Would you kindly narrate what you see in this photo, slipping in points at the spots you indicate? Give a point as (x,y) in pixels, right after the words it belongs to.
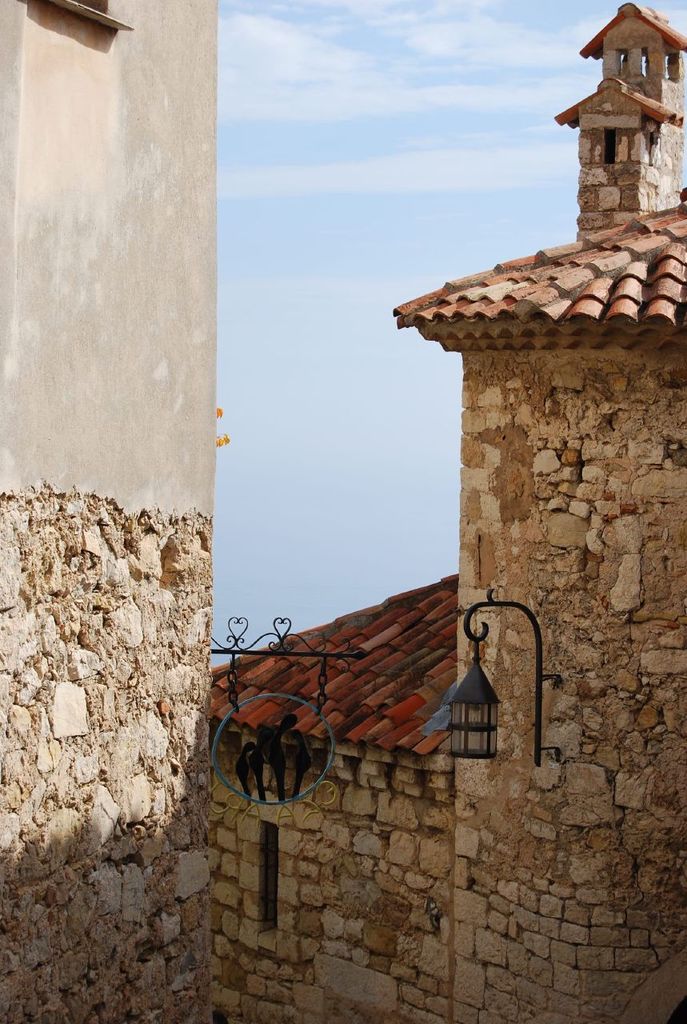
In this image we can see buildings (164,736), a light (488,714) and a stand (264,750). In the background of the image (352,351), we can see the sky (329,237).
